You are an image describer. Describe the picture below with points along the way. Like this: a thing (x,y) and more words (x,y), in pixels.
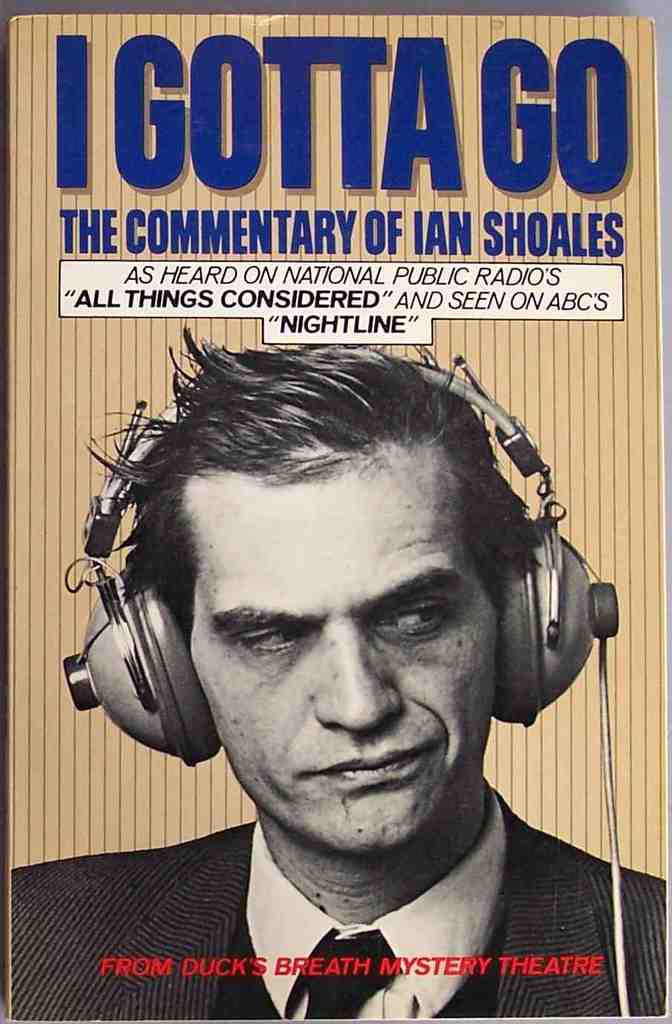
In the picture I can see the poster (296,847). On the poster (249,675) I can see a man (295,876) wearing a suit (513,940) and a tie (334,957) and there is a headset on his head (451,732). I can see the text (281,230) at the top of the image (450,131).
